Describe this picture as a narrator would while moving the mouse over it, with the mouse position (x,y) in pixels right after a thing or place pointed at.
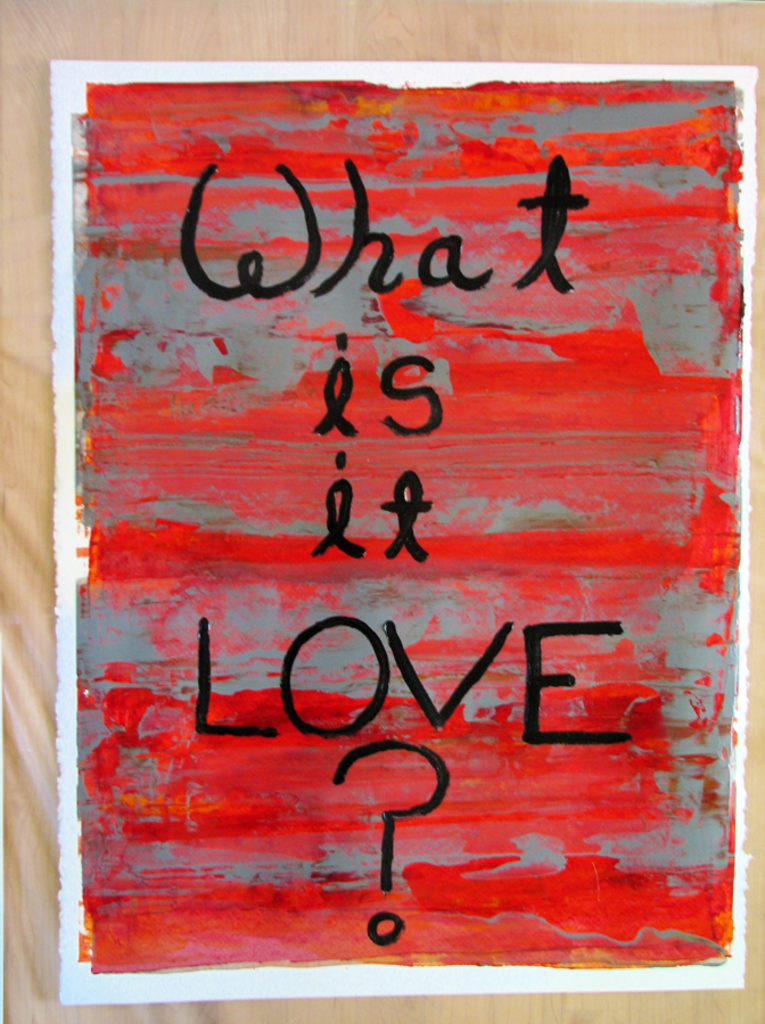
Here I can see a board (305,207) on a wooden surface (296,25). On this board (444,657), I can see some text (400,479).
